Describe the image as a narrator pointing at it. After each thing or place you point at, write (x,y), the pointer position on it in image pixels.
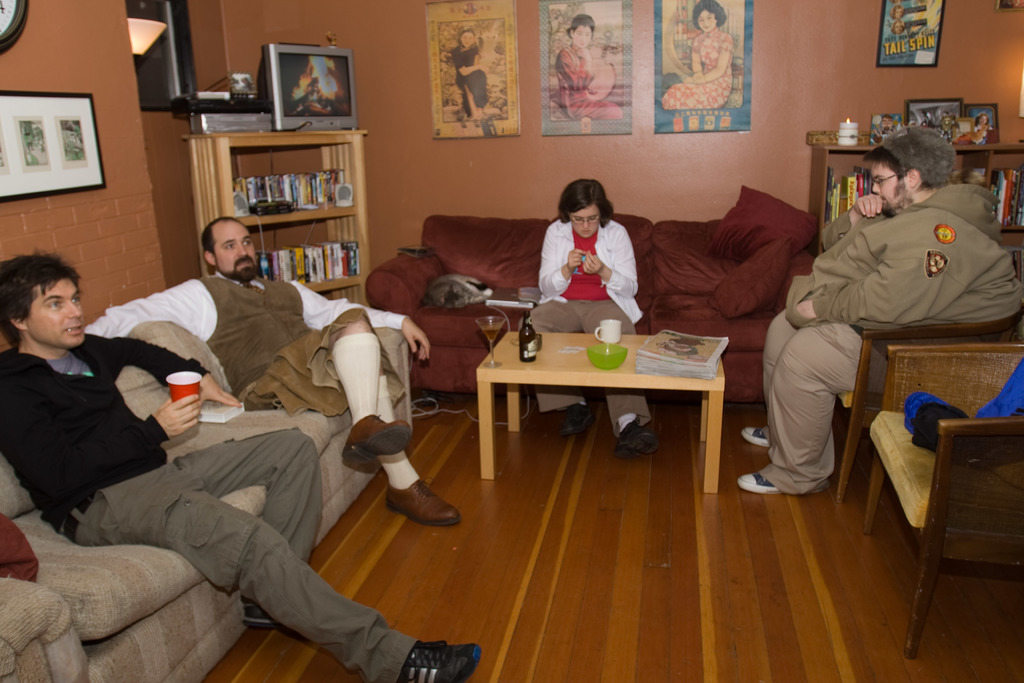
In this image, there are four people (585,276) sitting in the sofas (663,280). In the background (175,234), there is a wall (172,238) on which frames (429,28) are fixed. To the left (105,493), the man (90,510) sitting is wearing black shirt (121,439). To the right (893,299), the man (860,308) is wearing brown jacket (948,236). In the middle (676,275), there is a red sofa (453,261). To the left (204,216), there is a cupboard (225,196), on which TV (279,118) is kept.
